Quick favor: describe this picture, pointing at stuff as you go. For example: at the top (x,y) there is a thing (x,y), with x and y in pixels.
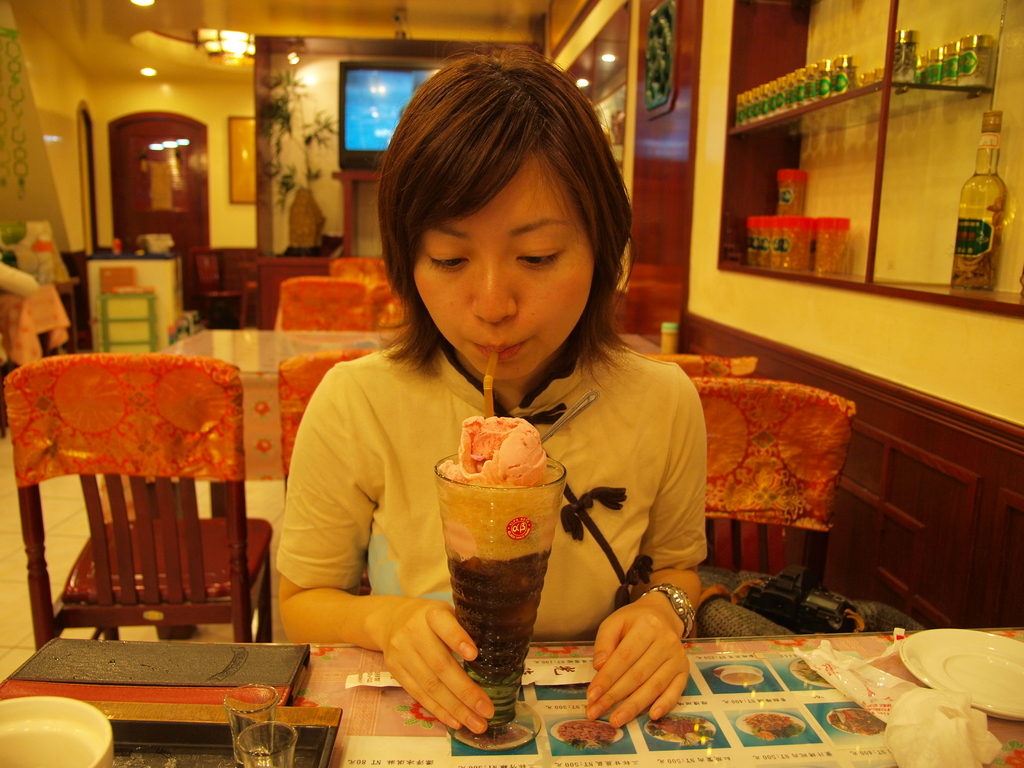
The woman (607,474) is sitting in a chair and drinking a shake (488,488) which is placed in front of her on a table (548,684) and there are tables (276,340) and chairs (313,305) and a television (349,134) behind her.
